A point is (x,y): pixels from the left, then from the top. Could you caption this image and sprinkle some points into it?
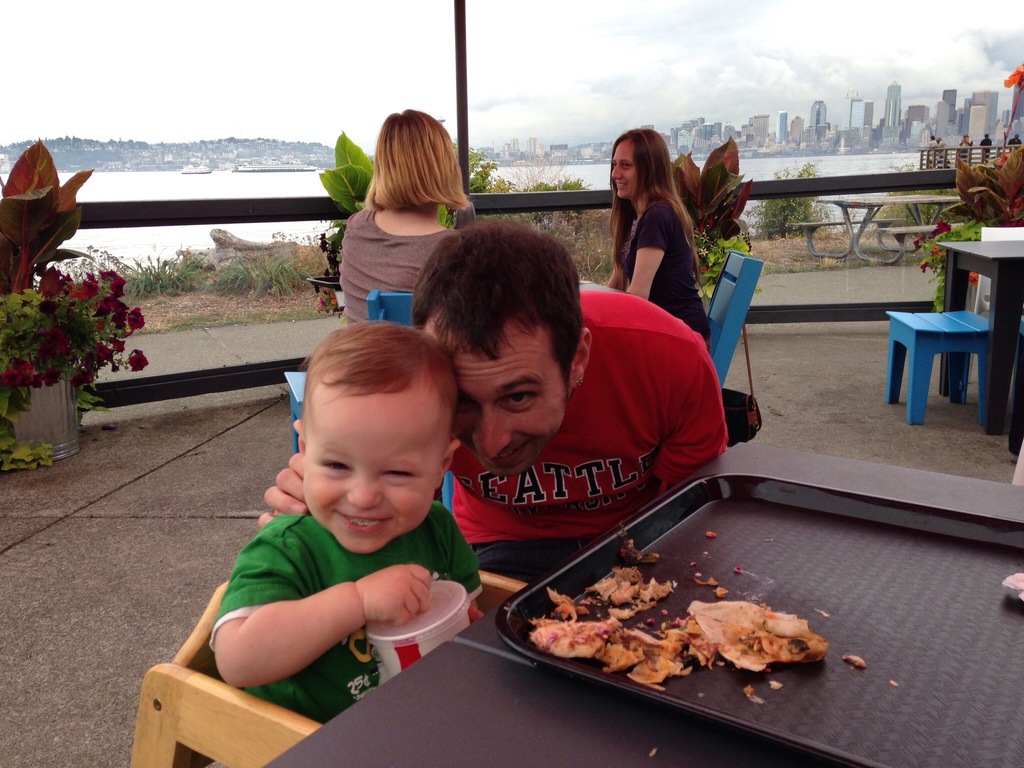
In this image I can see a man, a child (426,401) and two women (674,265) are sitting on chairs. Here I can also see food (583,646) in a plate (968,601). In the background (998,110) I can see number of plants (964,163), buildings (996,97) and water (112,190).
